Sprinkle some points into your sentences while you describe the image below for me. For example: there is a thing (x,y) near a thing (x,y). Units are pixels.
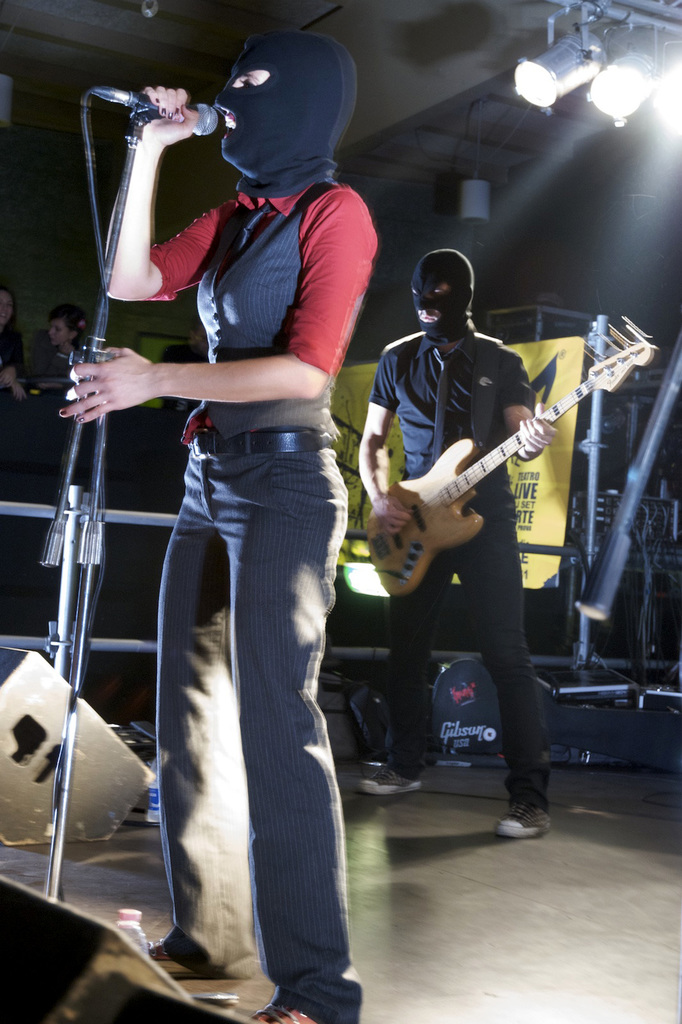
A lady (245,431) wearing a red and black dress (245,431) and a cap (289,124) is holding a mic (139,107) and singing. Behind her another person (451,396) is holding guitar (437,468) and playing. In the background (529,490) there is a banner (529,490) and lights (612,69) are over there.
